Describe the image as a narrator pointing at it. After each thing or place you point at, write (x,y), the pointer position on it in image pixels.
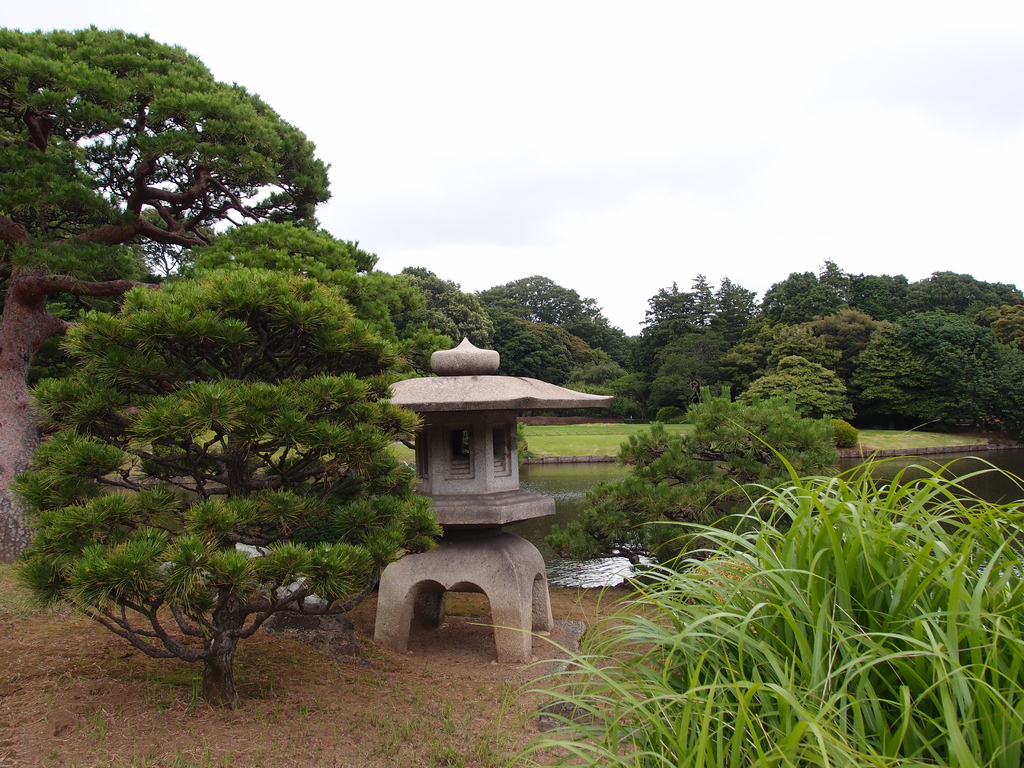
In this picture I can see trees (820,365) and plants (838,627) and I can see water (624,565) and a small house like structure (488,480) in the middle of the picture (499,456) and I can see a cloudy sky (650,158).
